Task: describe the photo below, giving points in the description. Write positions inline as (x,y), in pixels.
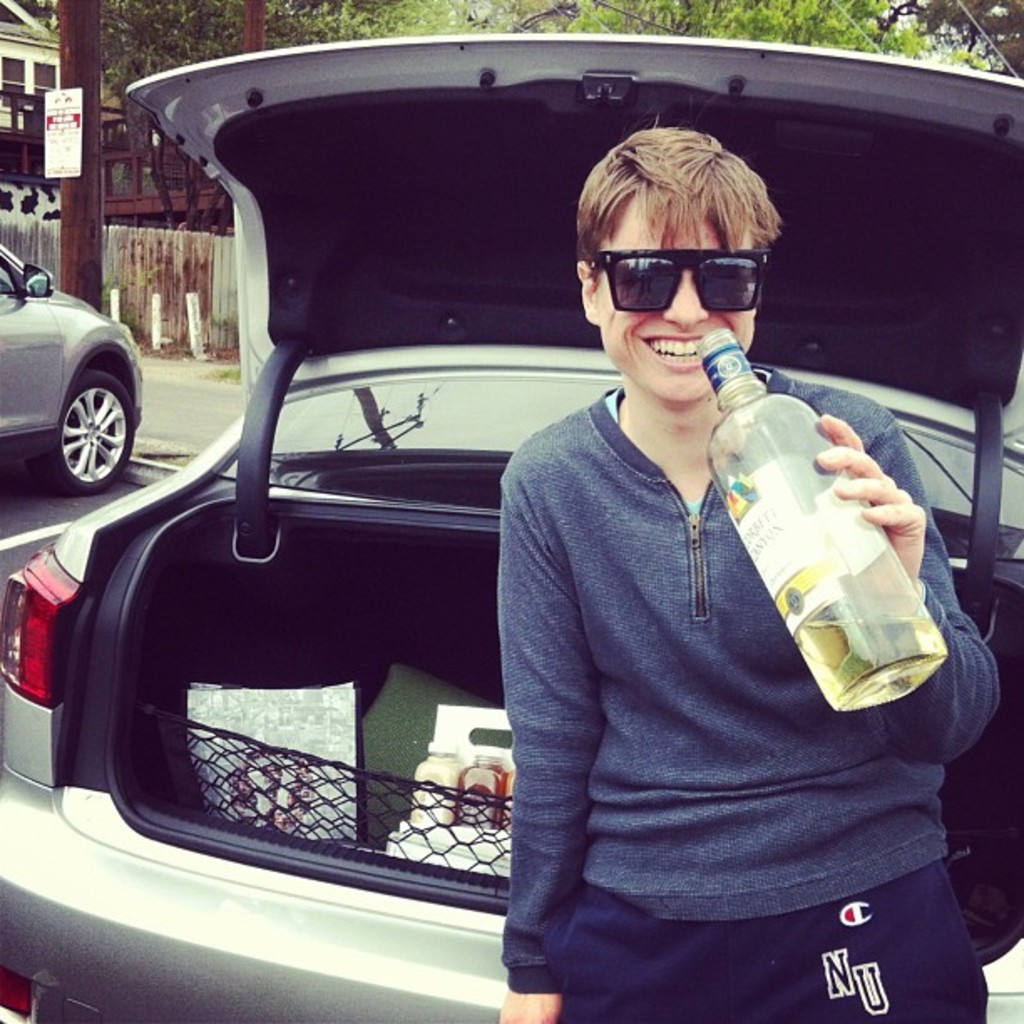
In this image there is a man (609,610) standing and drinking a wine bottle (745,393), in the back ground (561,351) there is car (789,291), there are some bottles (491,774) inside the car (594,46), there is tree (713,14), name board (72,176) attached to the pole (68,0), a building (58,67) and a fence (133,229).
